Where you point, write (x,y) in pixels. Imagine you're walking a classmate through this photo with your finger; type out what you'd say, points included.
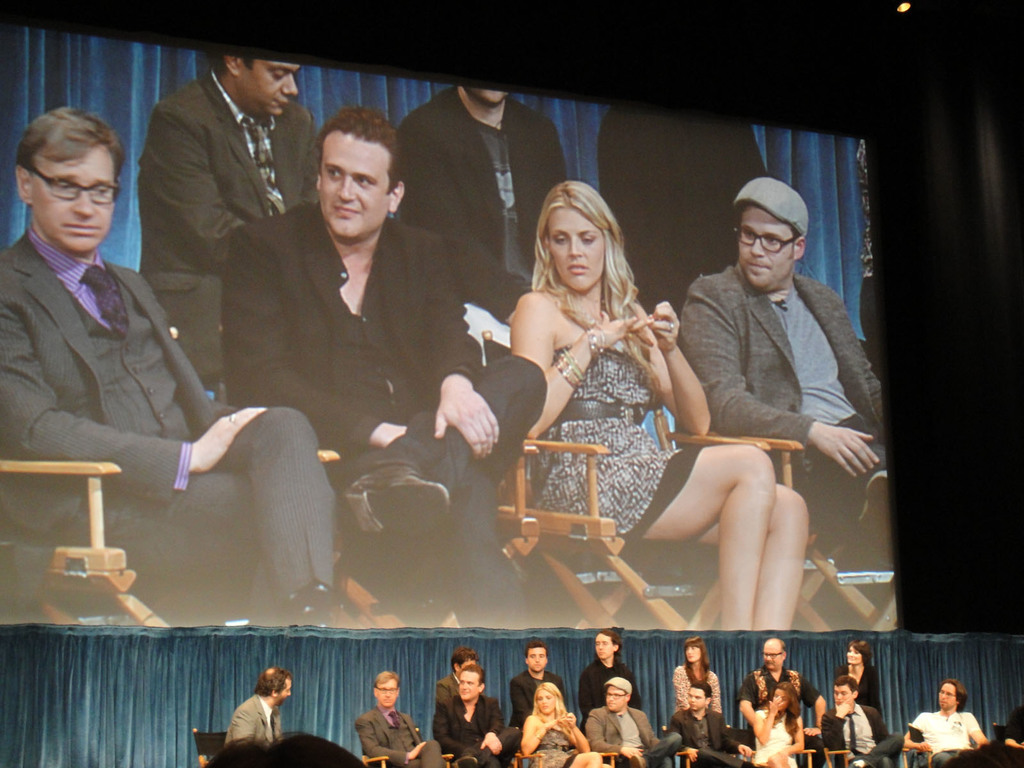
This picture describes about group of people (697,698), few are seated and few are standing, in the background (296,636) we can see curtains (296,636) and a digital screen (450,388), and we can find a light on top of the image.
